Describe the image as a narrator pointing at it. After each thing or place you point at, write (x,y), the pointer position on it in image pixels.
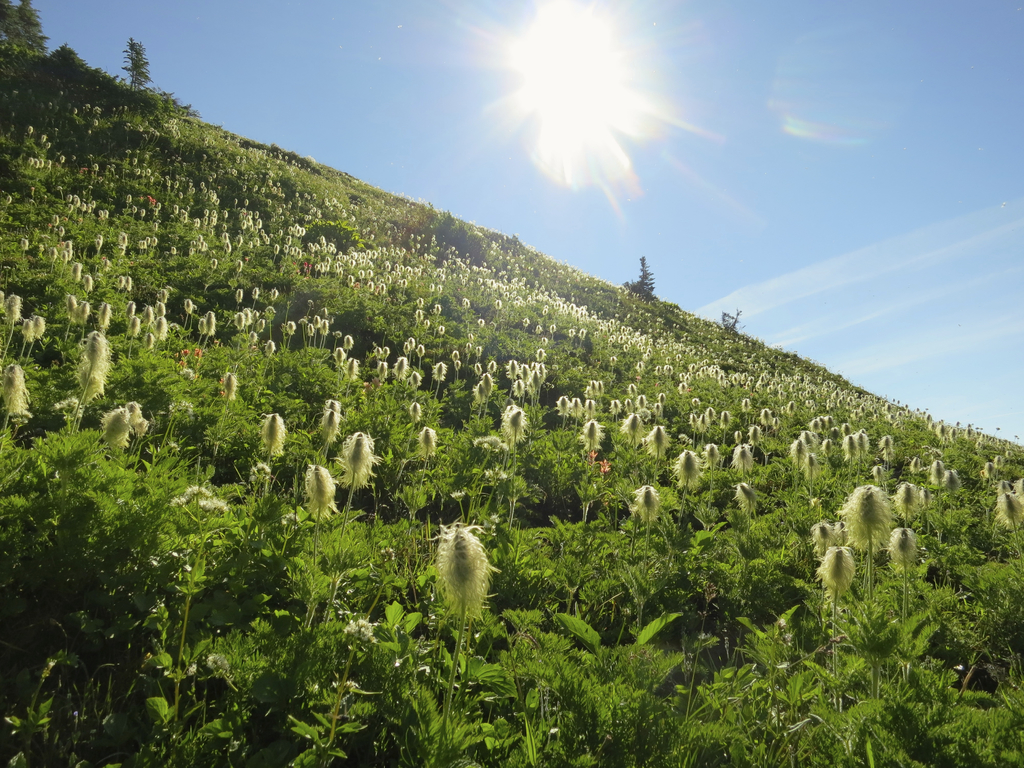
In the image we can see there are plants (430,472) on the ground (479,547) and behind there are trees (14,81). There is clear sky (514,123) and there is sun (561,81) in the sky (654,91).
